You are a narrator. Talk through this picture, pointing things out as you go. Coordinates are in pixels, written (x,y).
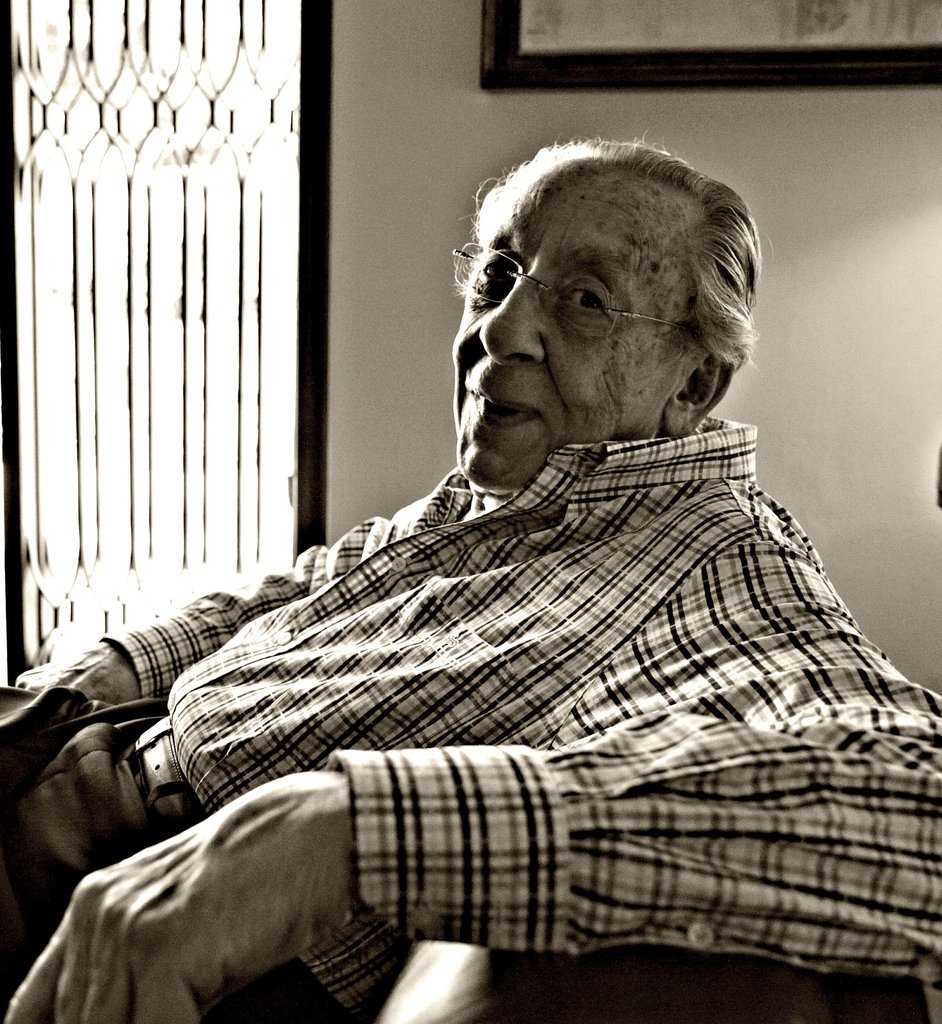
In this image, we can see a person (589,272) wearing spectacles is sitting. We can see the wall (509,128) with a frame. We can also see some objects (268,438) on the left (162,390).
